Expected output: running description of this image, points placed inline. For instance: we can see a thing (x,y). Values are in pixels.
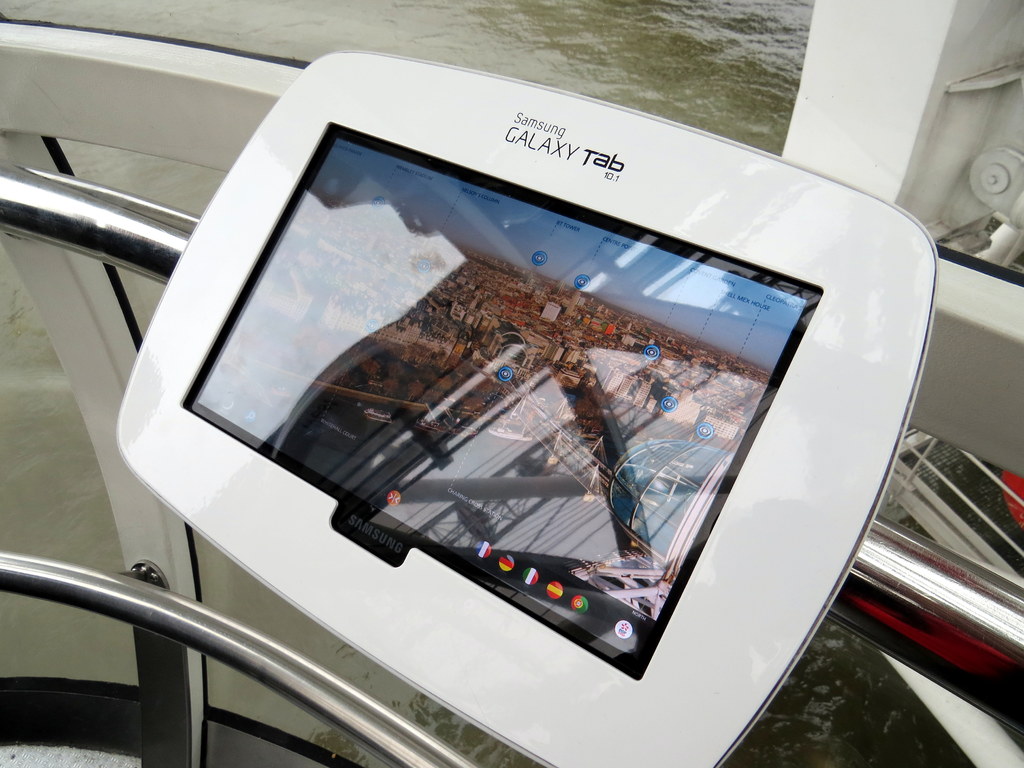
In the image we can see a fencing (38,175), on the fencing (11,213) there is a tab (332,158). Behind the fencing (145,115) there is water (775,26).
